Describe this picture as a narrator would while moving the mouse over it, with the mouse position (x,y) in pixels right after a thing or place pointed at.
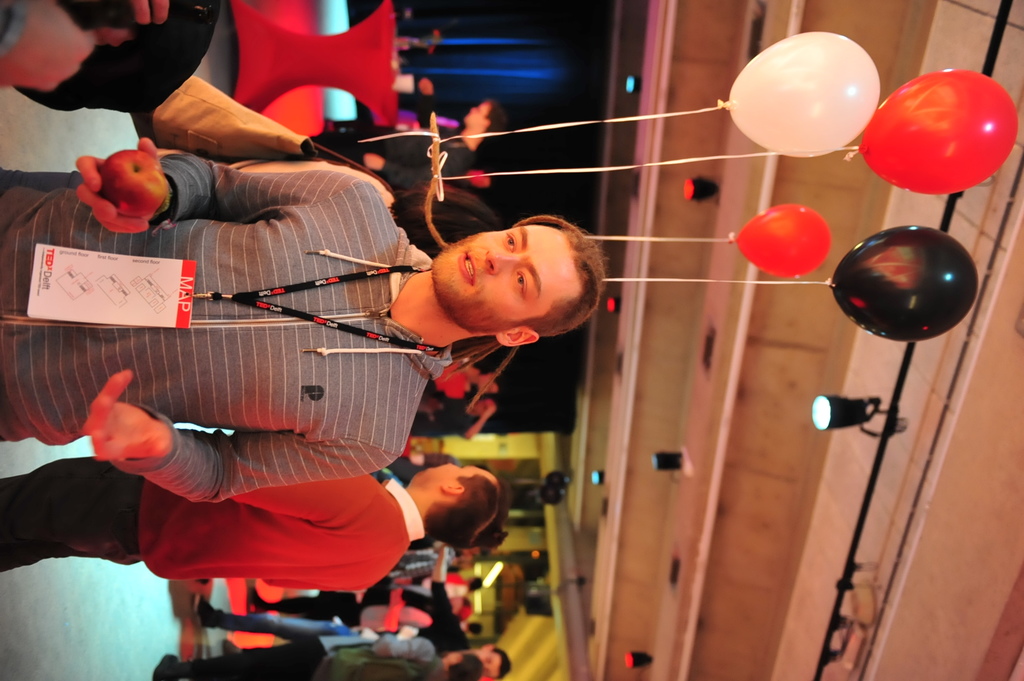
In this image there are a group of people (301,325) who are standing, and one person (161,257) is holding an apple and there are some balloons (931,165). And in the background (411,106) there are some lights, wall (517,548), curtains (496,82), and some objects (355,83). On the left side of the image (162,580) there is floor (93,567), and on the right side of the image (759,395) there is ceiling (740,266) and some lights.
